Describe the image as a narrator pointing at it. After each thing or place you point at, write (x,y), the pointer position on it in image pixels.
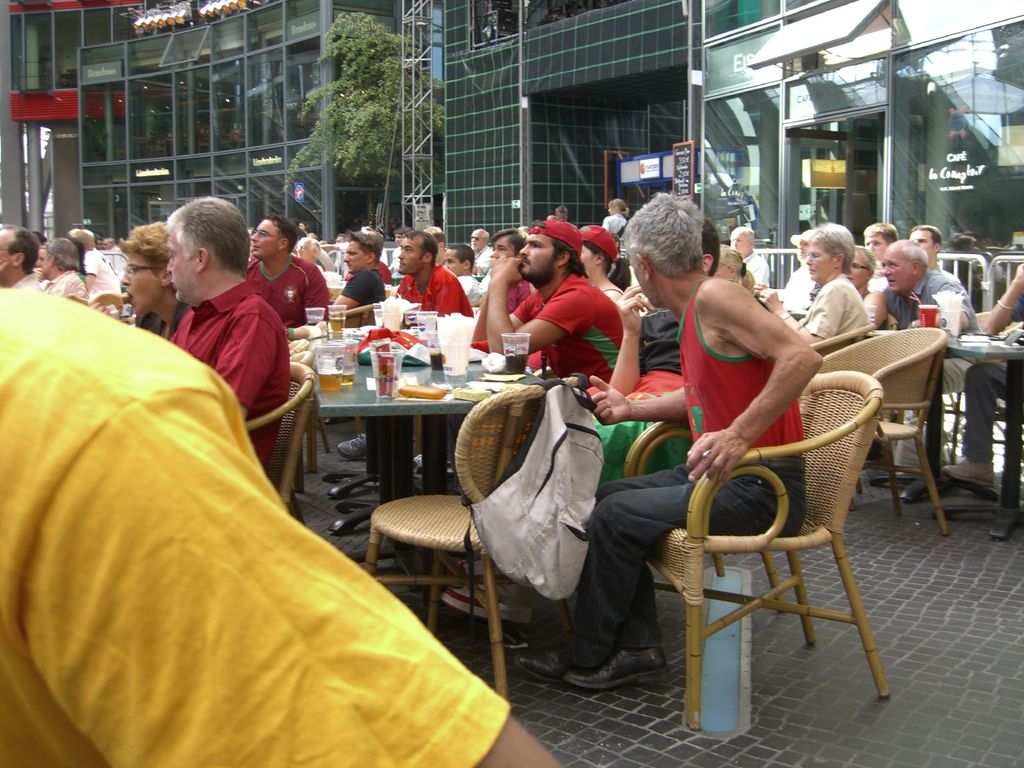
In this picture there are a group of people (47,269) sitting on the chairs (839,529) in front of them there are tables (463,376) with glasses (319,352) and disposable glasses (332,330) there are some chairs (847,443) the backdrop (367,35) is a building (272,116) a tree (377,85) etc.
